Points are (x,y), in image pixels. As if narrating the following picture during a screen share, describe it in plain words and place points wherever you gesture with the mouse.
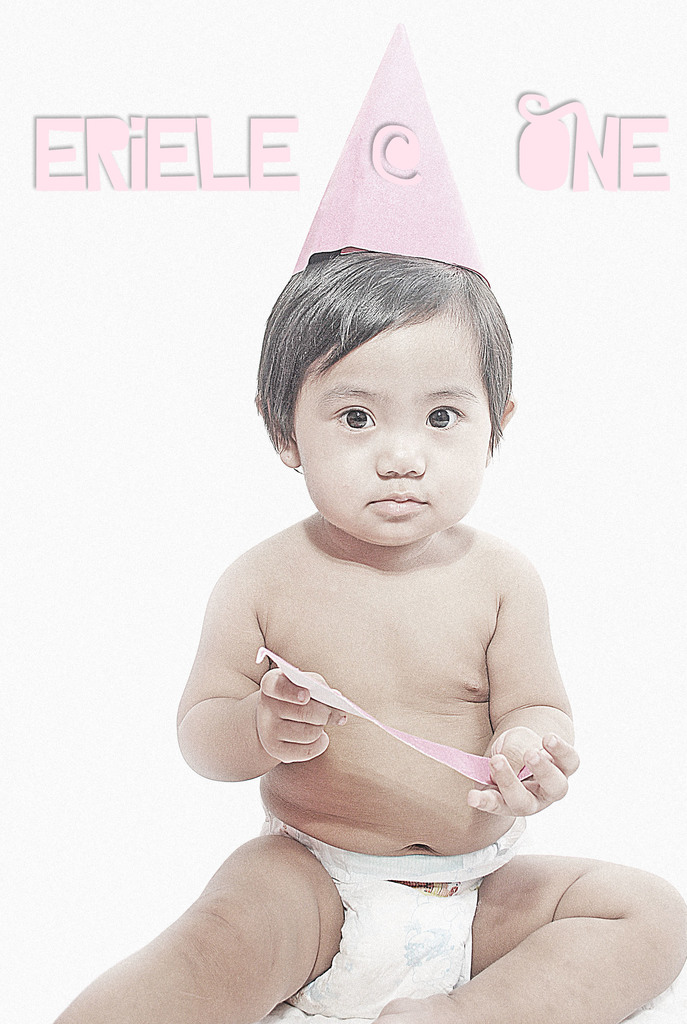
In this image I can see a baby (483,558) wearing pink hat (404,213) and holding something. Background (157,419) is in white and something is written with pink color.
